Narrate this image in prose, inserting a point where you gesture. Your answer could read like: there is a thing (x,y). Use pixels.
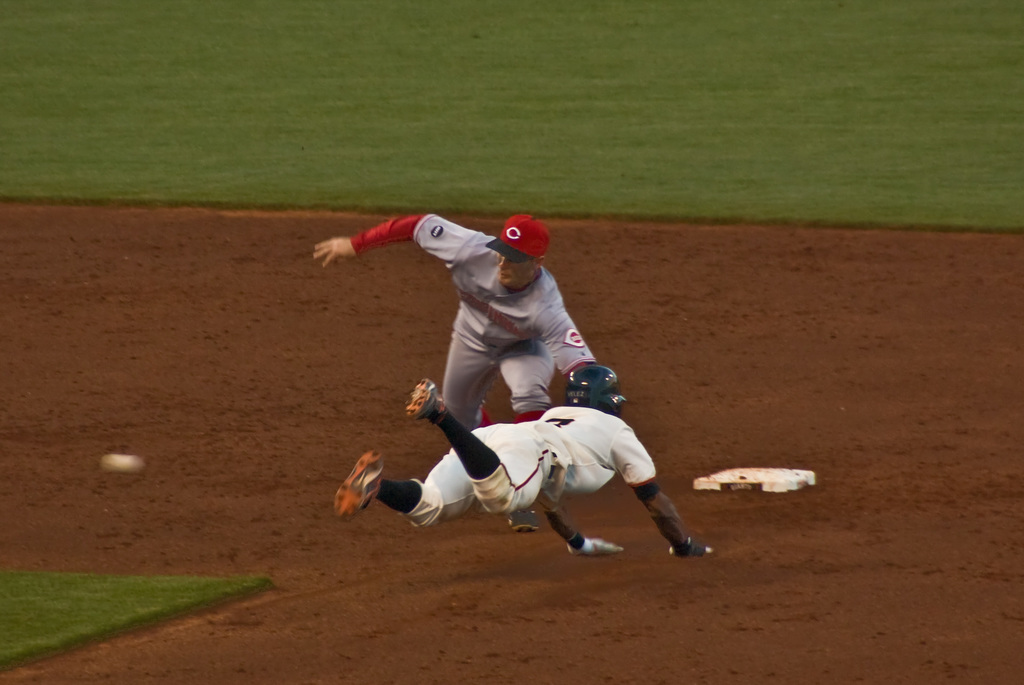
In this picture we can see two people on the ground (652,358), here we can see some objects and in the background (950,47) we can see the grass (950,64).
